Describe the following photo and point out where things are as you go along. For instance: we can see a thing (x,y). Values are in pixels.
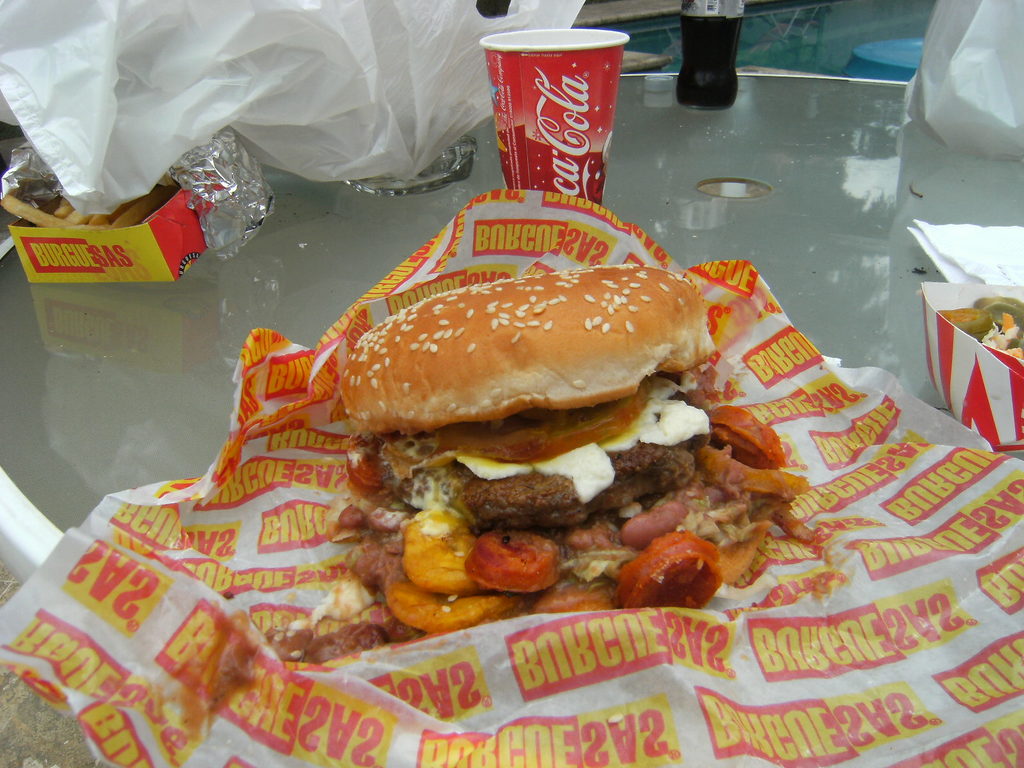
Here we can see a food item (567,437) on a paper (323,539) on a table (158,428) and there are other food items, covers (97,88), tissue paper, cool drink bottle (723,35) and a cup (545,94). In the background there are objects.
